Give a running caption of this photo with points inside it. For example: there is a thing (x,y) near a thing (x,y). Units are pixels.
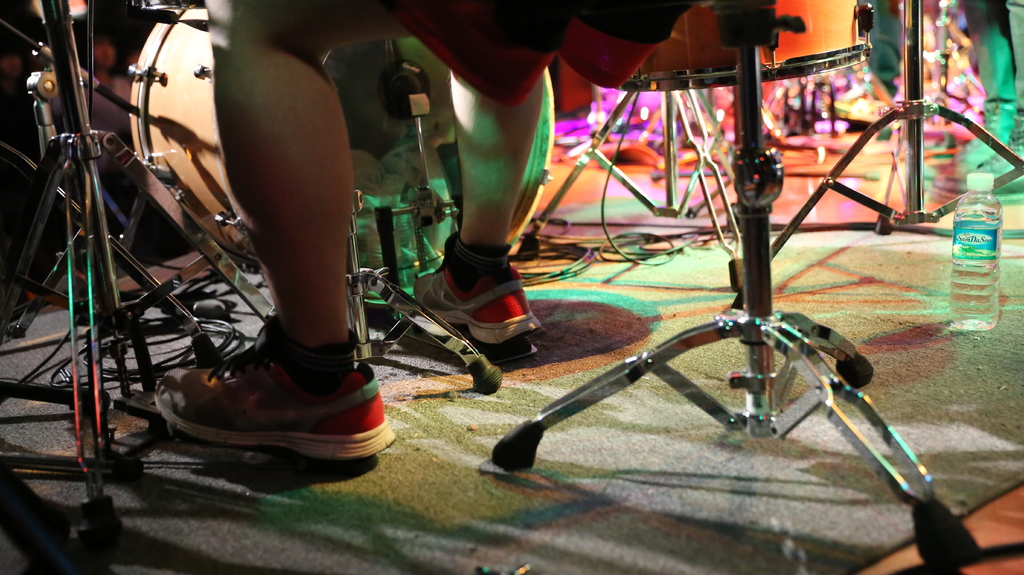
In this image, we can see persons legs (334,270) and in the background (418,155), there are musical instruments (399,253) and we can see a bottle (976,266).
